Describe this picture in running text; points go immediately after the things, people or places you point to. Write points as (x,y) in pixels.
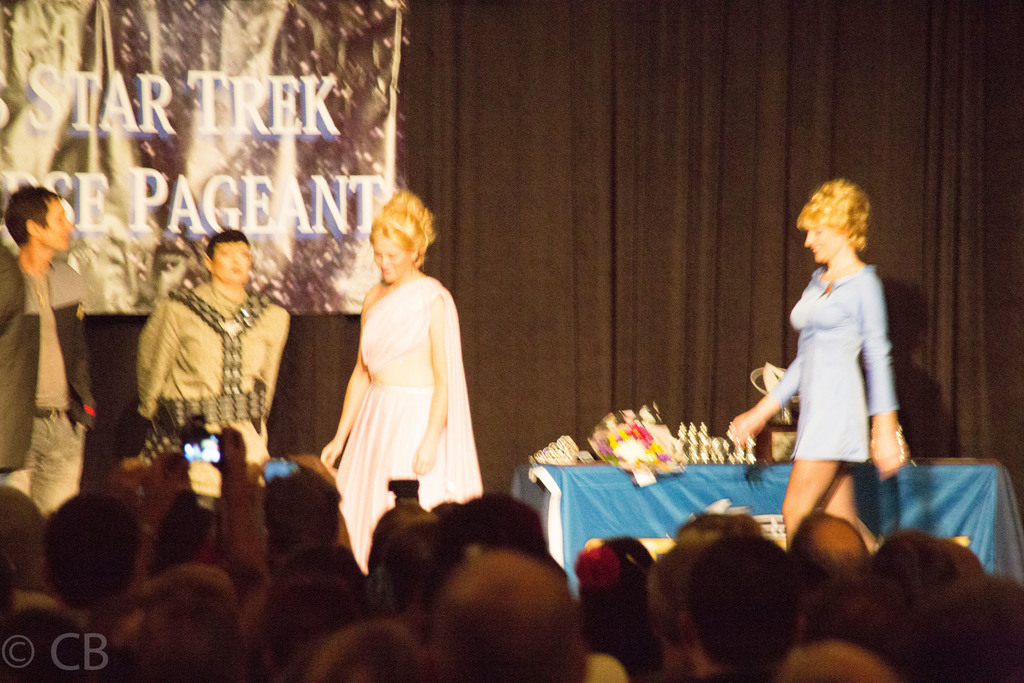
In this picture I can see number of people (332,528) in front (34,625) and I see the watermark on the left bottom corner of this image (63,664). In the background (49,314) I see 2 men (174,304) and 2 women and I see a table (579,513) on which there are many things (642,432) and I can see a banner (44,128), on which there is something written.
